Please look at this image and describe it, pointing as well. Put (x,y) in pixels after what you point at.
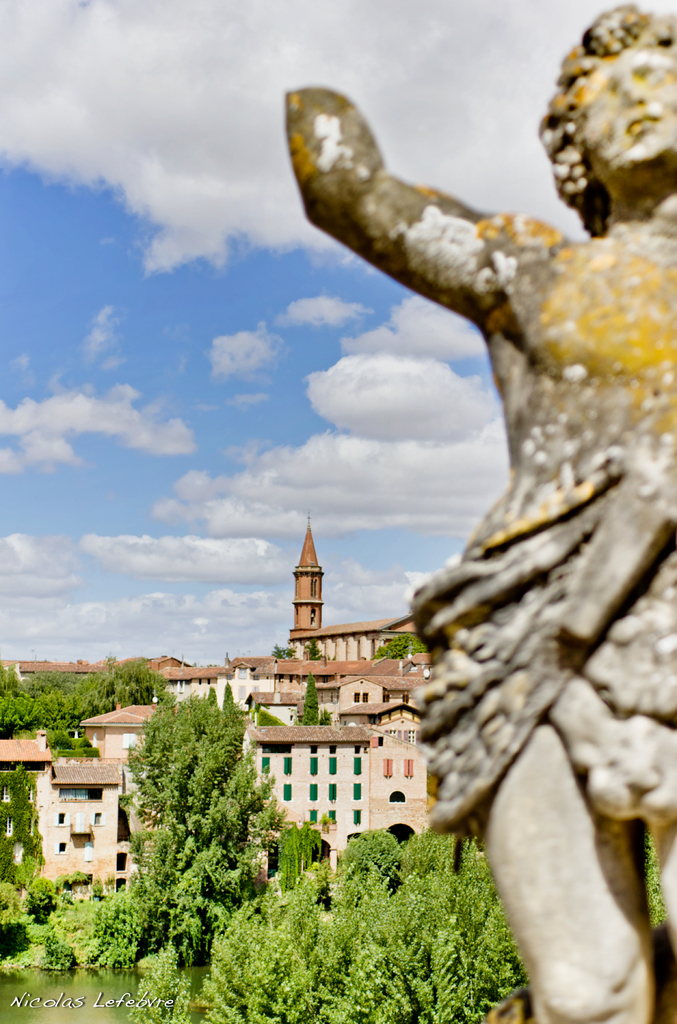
In this picture I can observe a statue (488,698) on the right side (561,406). There are some buildings (45,764) and trees (170,751) in this picture. In the background (217,476) there is a sky (203,417) and there are some clouds (238,516) in the sky (131,325).
